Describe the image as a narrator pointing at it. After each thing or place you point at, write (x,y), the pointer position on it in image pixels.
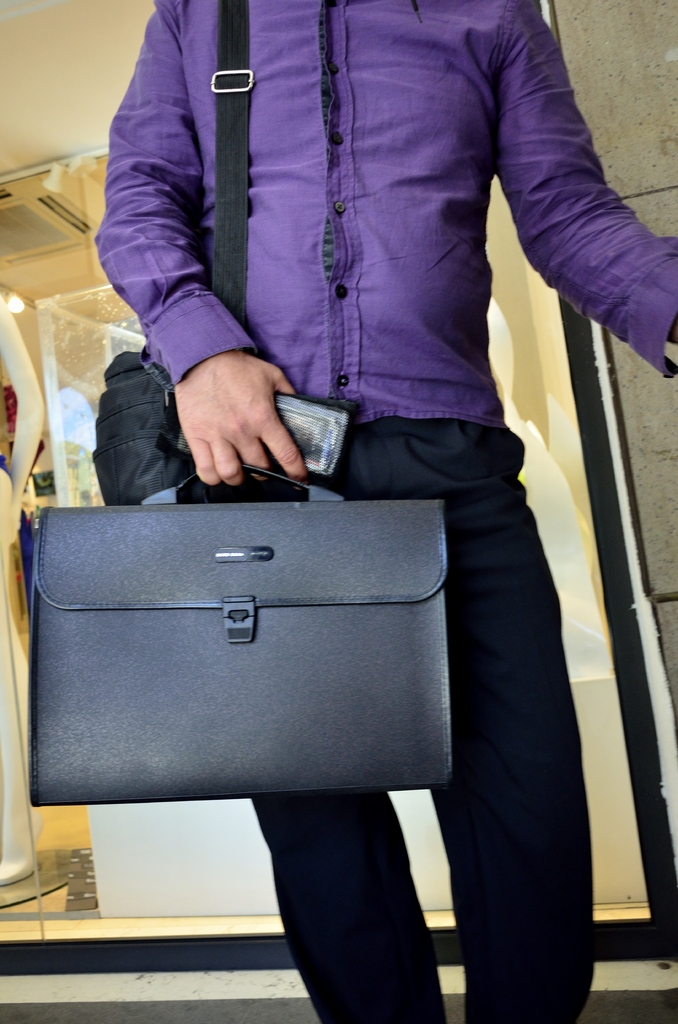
This man (428,232) wore purple shirt (353,240), bag (235,42) and holding a mobile (304,451) and suitcase (297,616). On top (12,296) there is a light (13,305). We can able to see a mannequin (13,481).
